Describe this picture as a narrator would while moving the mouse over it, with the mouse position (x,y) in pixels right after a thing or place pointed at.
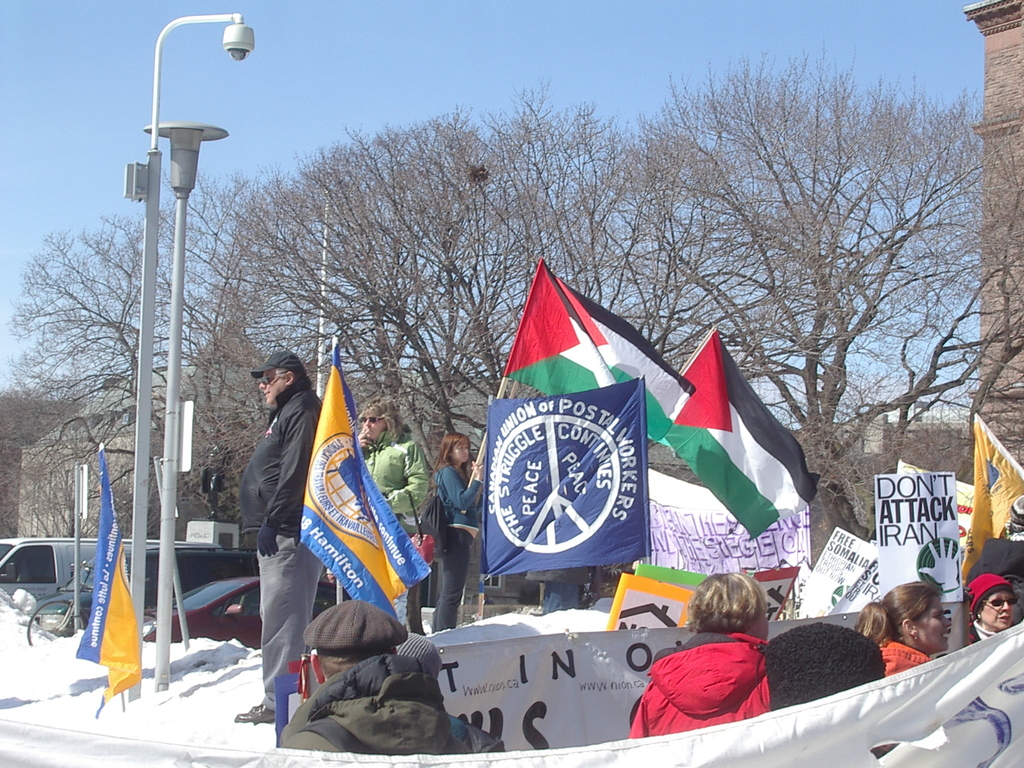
In this image, we can see a group of people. Few are holding some objects (947,499). In this image, we can see flags (972,521), board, banners (723,735), vehicles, poles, trees (806,196), wall (1023,50). Background there is a sky (551,35).
